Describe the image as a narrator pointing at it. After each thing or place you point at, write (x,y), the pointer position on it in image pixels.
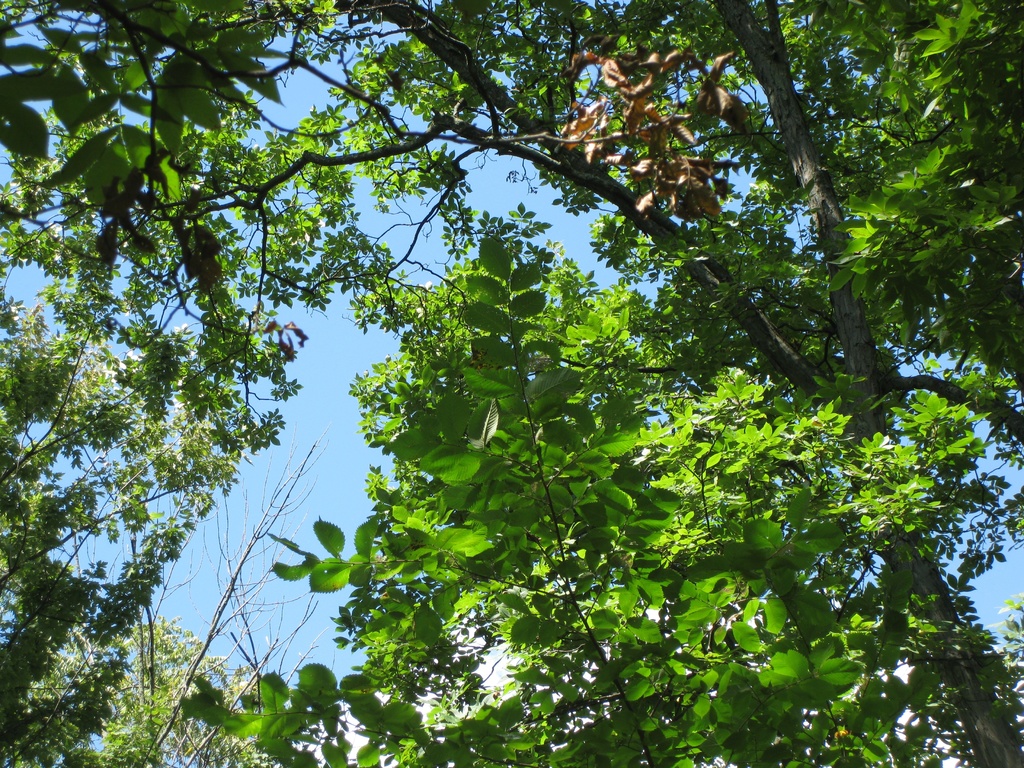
In this image there is plant (610,536), there is tree (596,168), there is sky (334,341), there are dried leaves (651,119).
